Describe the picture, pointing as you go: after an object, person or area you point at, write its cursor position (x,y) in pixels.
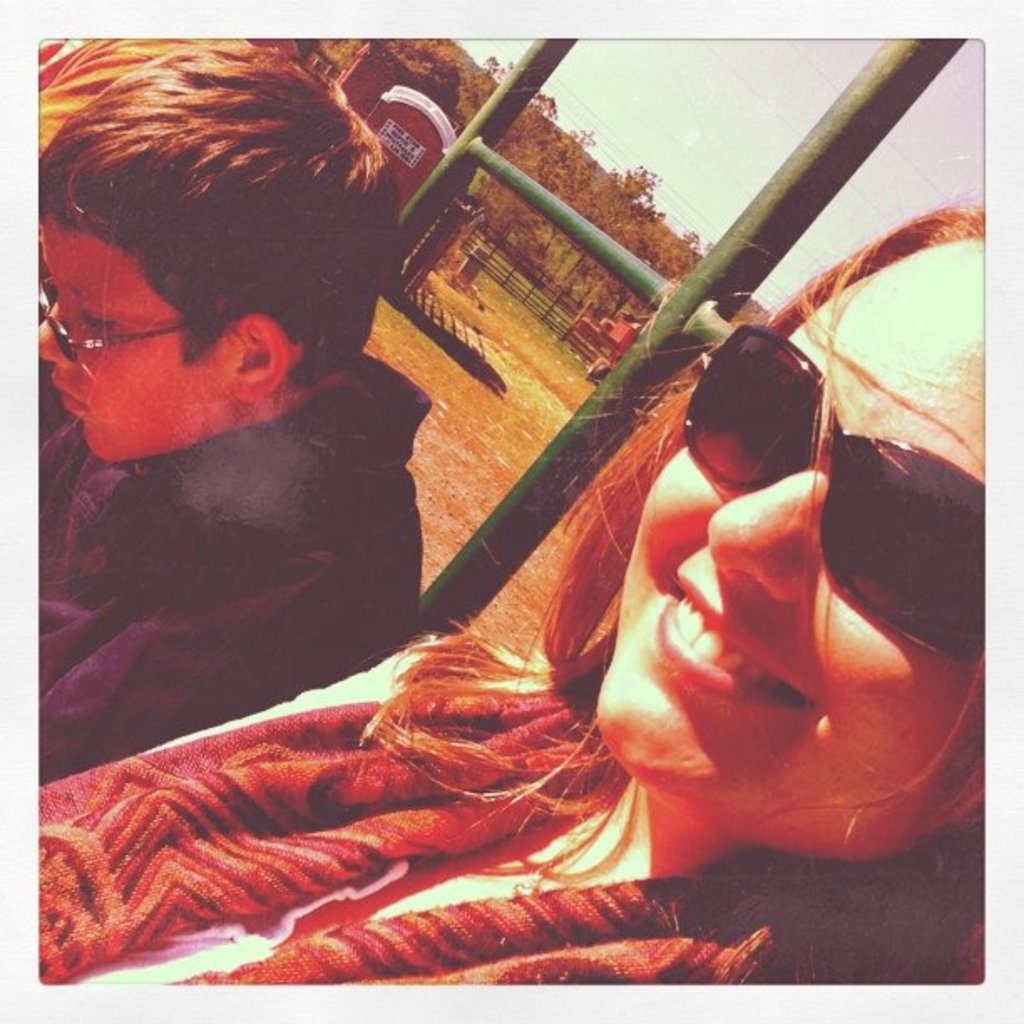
In this image we can see two persons (286,548), behind them there is a wooden house (367,105), we can see some trees (519,240) and a fencing (567,317) and we can able to see sky (821,63).
